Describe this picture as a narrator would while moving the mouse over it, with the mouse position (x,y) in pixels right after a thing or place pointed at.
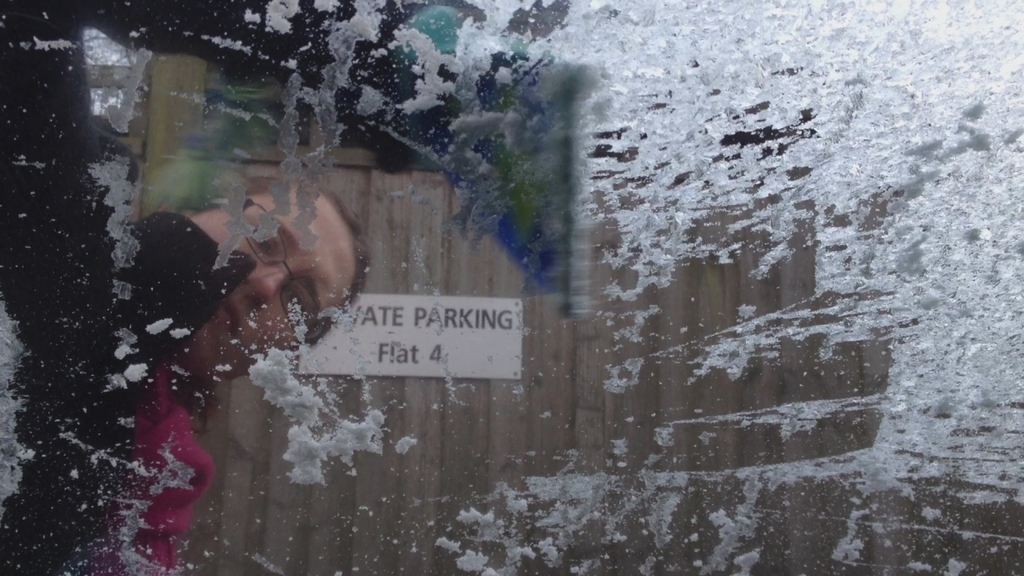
In this image there is a glass (784,46) on that there is snow (564,521), in the background (305,268) there is a person (246,311) and a wooden wall (549,313) for that wall (574,427) there is a board (371,308), on that board (421,346) there is some text (415,348).
